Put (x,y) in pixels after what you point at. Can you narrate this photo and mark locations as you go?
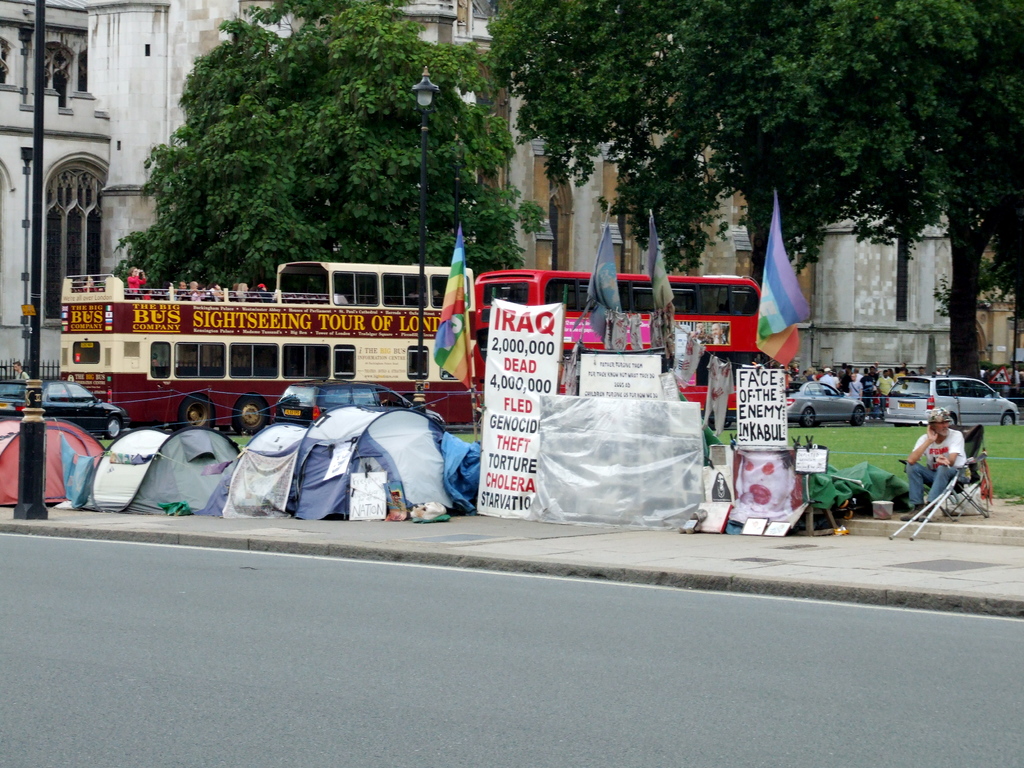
This is building (48,139), these are trees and vehicles (367,365).
